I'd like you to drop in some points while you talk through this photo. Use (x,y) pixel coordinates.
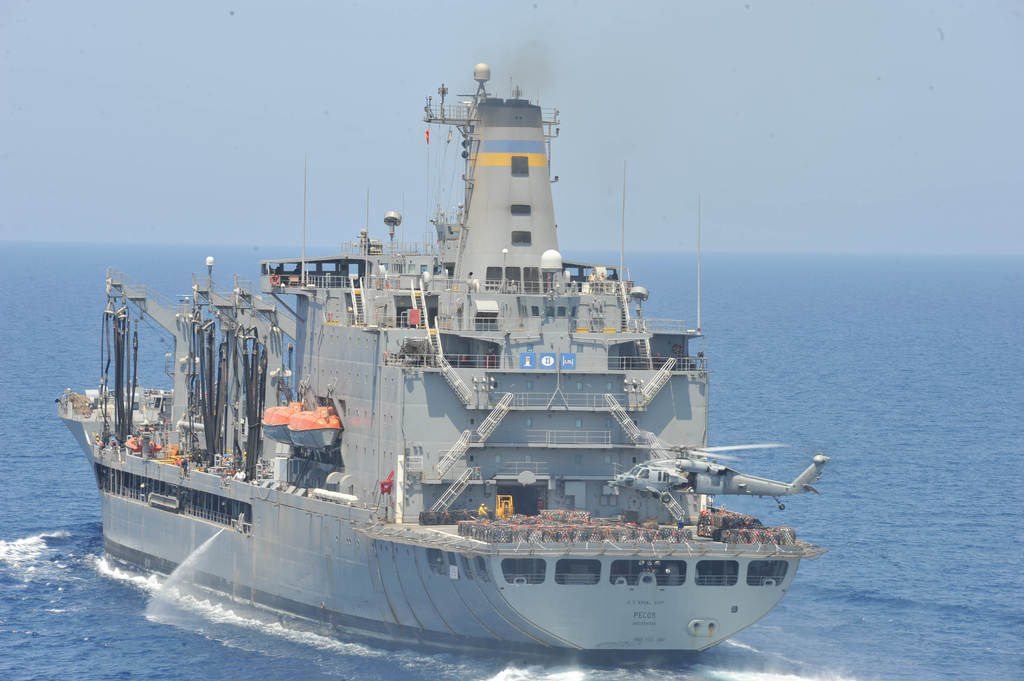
In this image, I can see a helicopter (815,475) flying and there is a ship (398,449) on the water (647,675). In the background (784,219), there is the sky (671,84).
